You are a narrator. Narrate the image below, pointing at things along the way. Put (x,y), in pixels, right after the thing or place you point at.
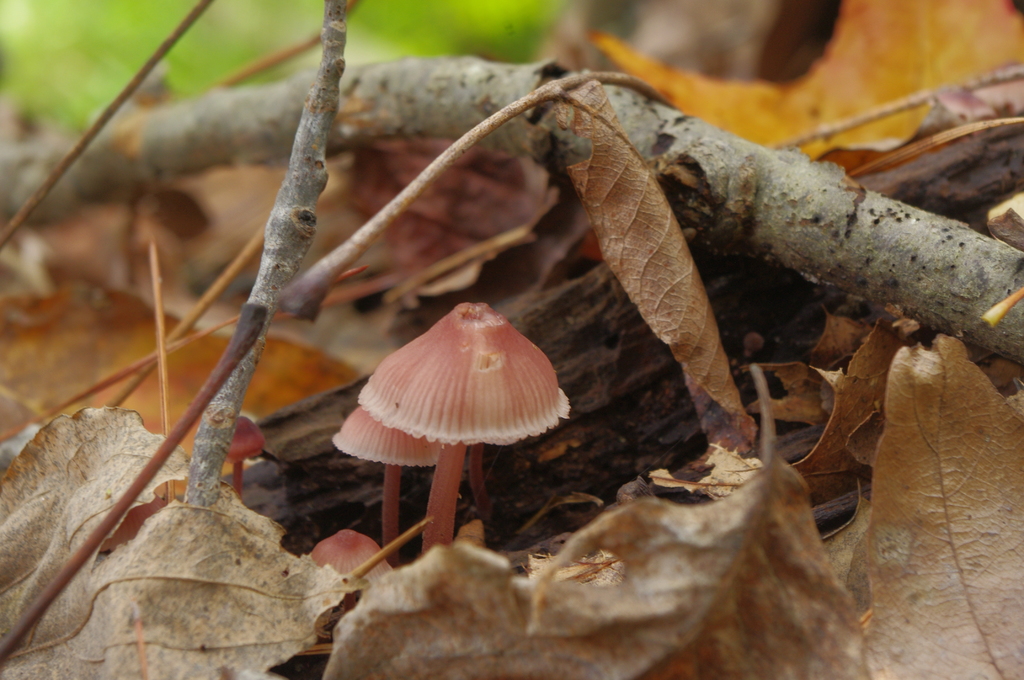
In the image there are few mushrooms (351,426) and around the mushrooms (411,381) there are wooden branches (327,149) and dry leaves (682,549).
